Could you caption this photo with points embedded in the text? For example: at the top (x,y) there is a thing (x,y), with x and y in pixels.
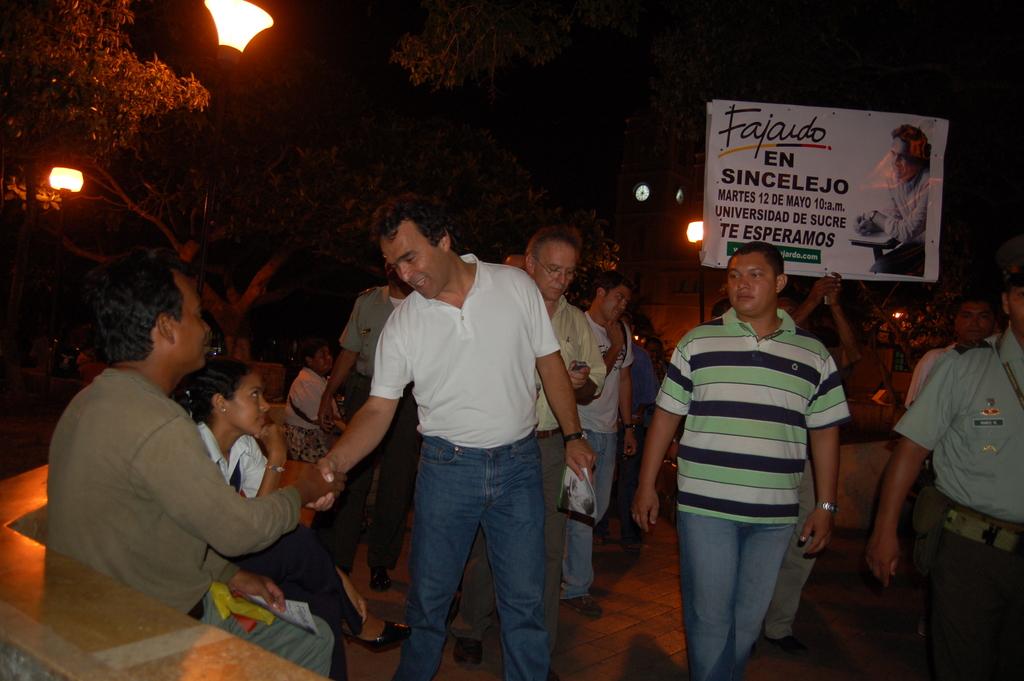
In the picture I can see few people (129,295). I can see two men (113,425) shaking the hands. There are trees (414,167) on the left side (221,213) and I can see the lights (235,64). There is a banner (714,227) on the top right side of the picture (797,216).
